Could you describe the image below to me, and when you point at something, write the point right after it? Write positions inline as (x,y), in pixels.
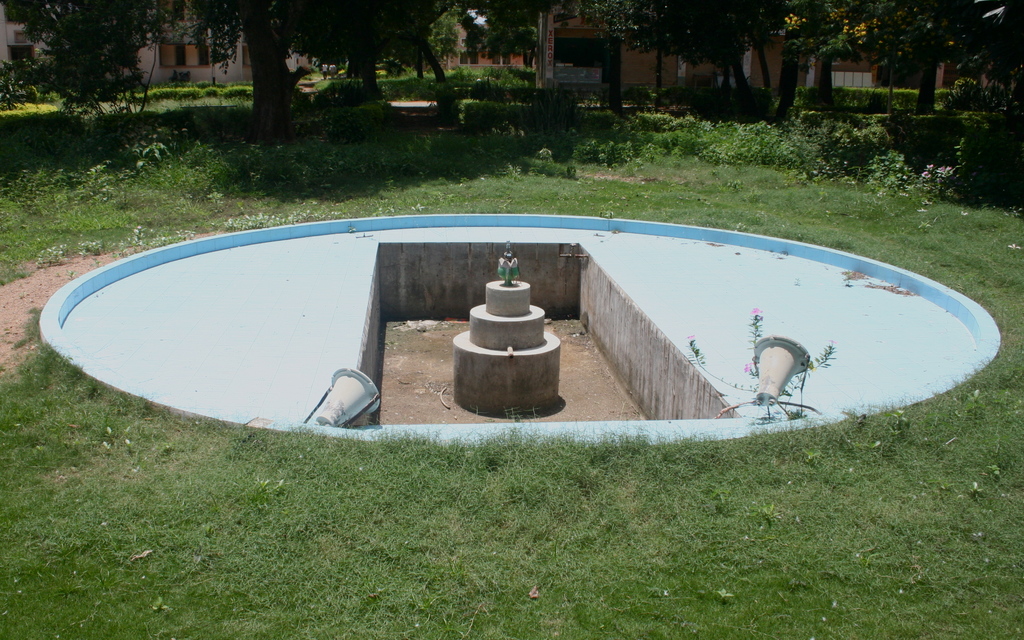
In the background (576,28) we can see houses (6,24) and trees (422,35). In this picture we can see plants (337,138), grass (380,601), flowers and objects (798,352). We can see a fountain (684,324) without water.
